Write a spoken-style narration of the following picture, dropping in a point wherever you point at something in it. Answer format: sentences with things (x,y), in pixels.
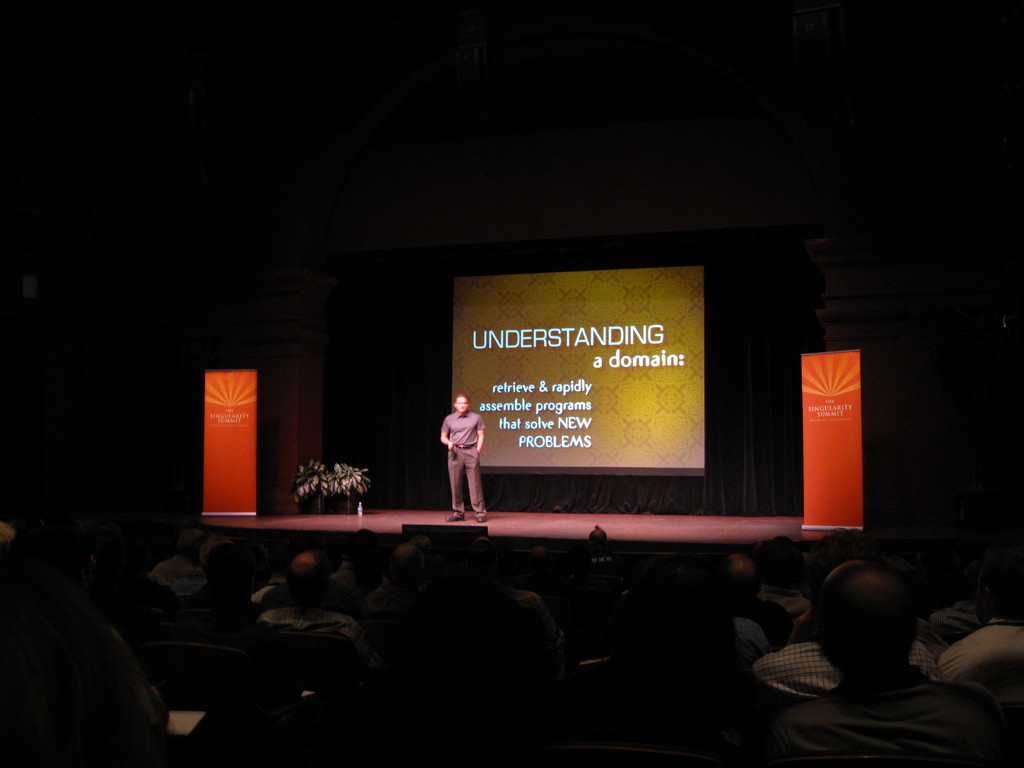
In this picture we can see some people (873,674) are sitting on chairs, in the background (621,408) there is a screen (638,398) and two boards (846,461), we can see a person (473,474) is standing on the stage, we can also see plants (344,483) on the stage (332,519).
